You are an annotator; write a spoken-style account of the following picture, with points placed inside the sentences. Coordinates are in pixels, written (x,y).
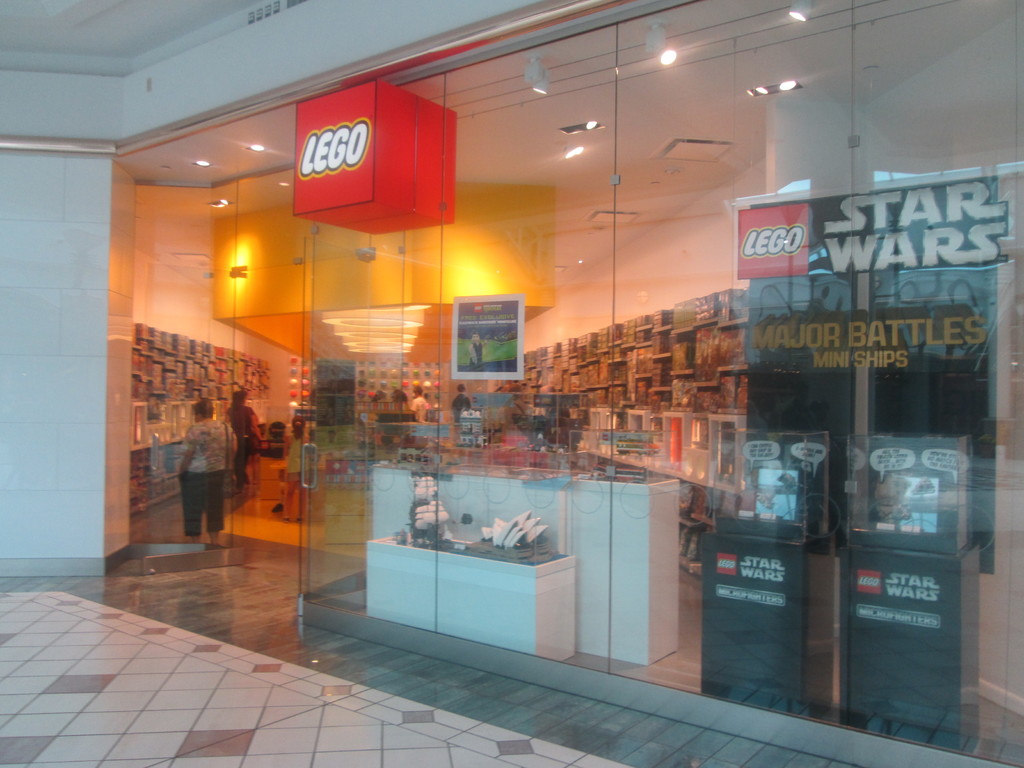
In the center of the image (356,313) we can see a store (490,630) and there is a board (502,354). At the bottom (447,674) there is floor (251,709). There is a door (355,428) and we can see people (236,451) through the door (356,410).
